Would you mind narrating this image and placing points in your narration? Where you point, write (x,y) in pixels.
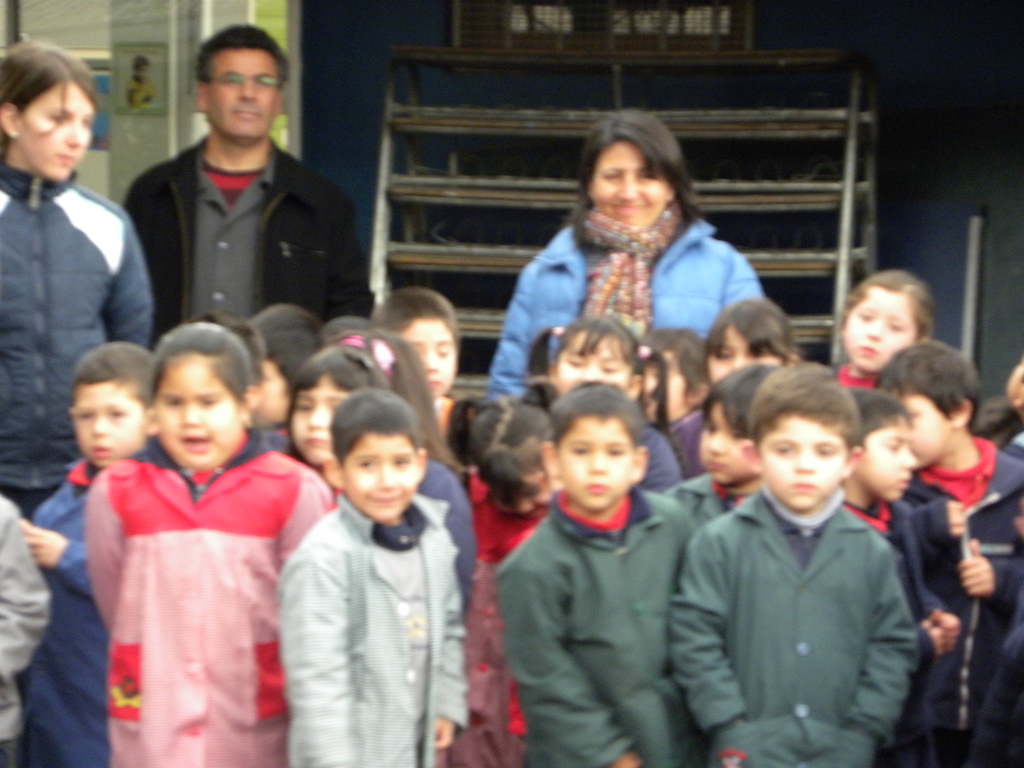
In this picture I can see some kids (224,499), people (234,508) are standing, behind we can see iron shelves (452,120), glass door (142,24) to the wall (317,86).
